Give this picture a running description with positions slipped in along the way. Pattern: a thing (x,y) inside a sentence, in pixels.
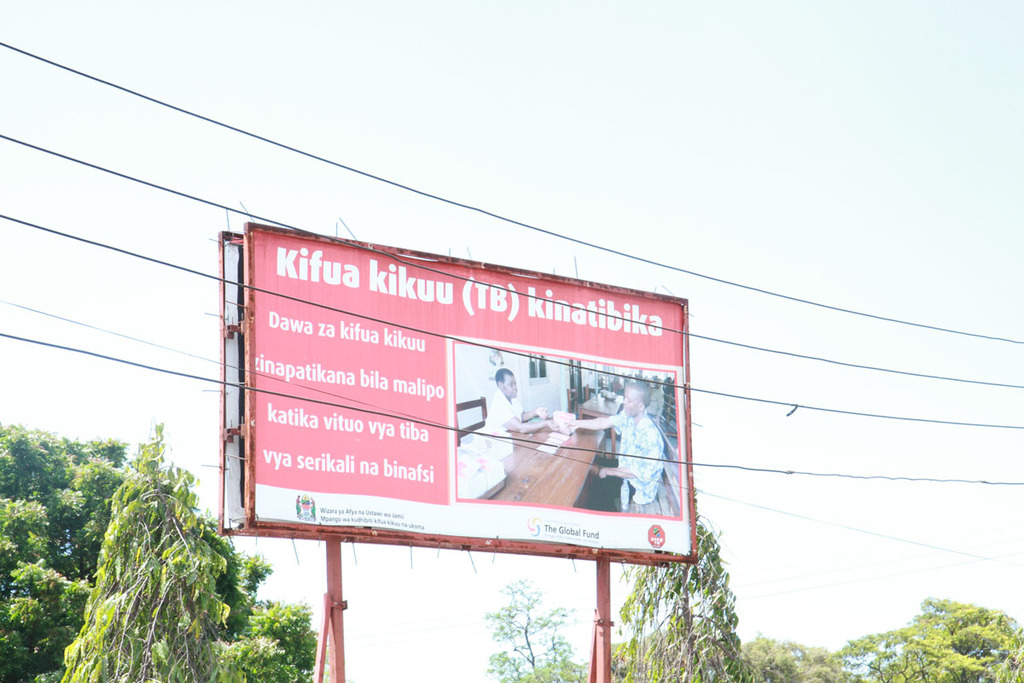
In this image we can see board (375,343), wire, trees (26,582) and sky (585,84).
